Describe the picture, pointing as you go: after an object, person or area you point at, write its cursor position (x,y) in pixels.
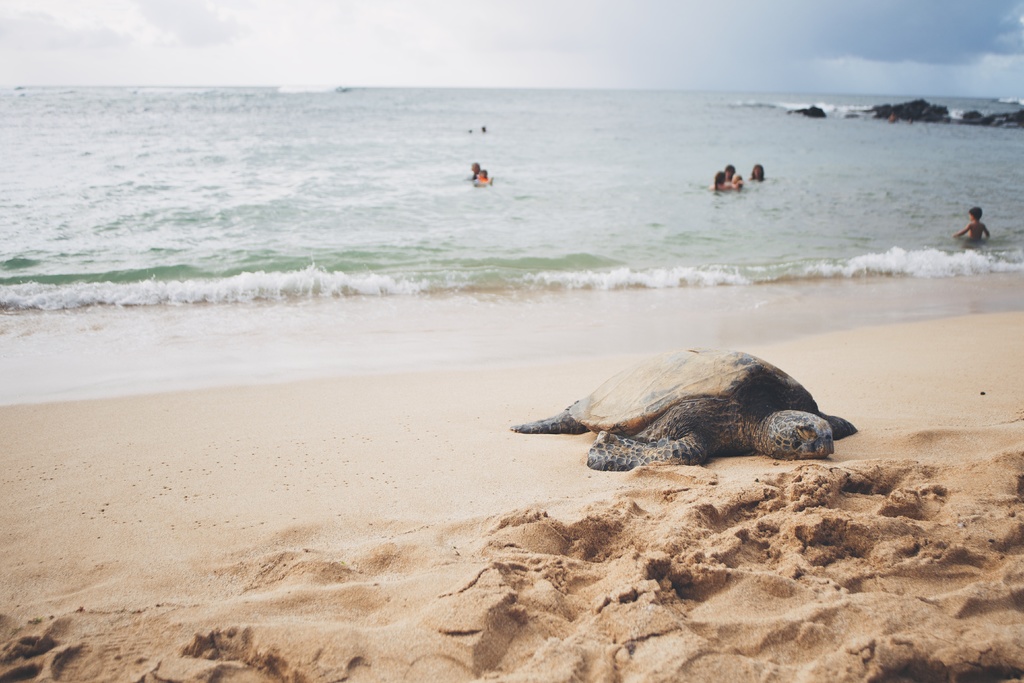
In this image there is a sea turtle (663,430) on a beach (192,396), in the background (372,342) there are people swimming in the sea (746,118) and there is the sky (817,76).
